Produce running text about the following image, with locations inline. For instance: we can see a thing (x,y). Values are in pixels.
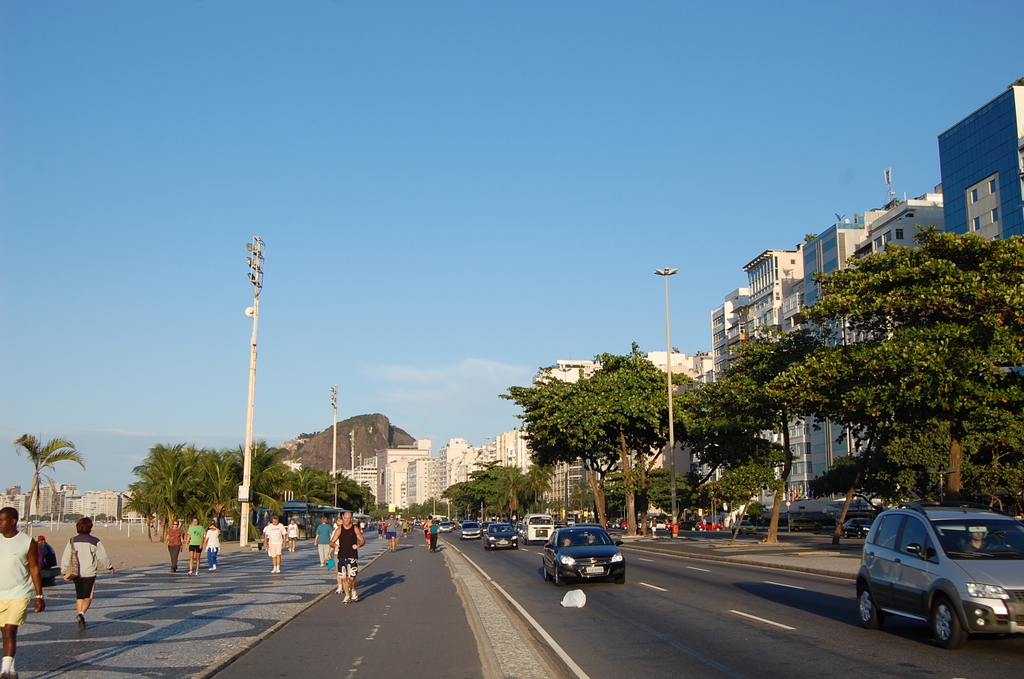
On the left side of the image (103,585) some persons (328,532) are walking on the footpath (225,558). In the center of the image (383,434) we can see a hill (364,445), poles (351,439) are there. On the right side of the image (749,423) we can see some trees (720,390), buildings (685,470), cars (865,548), tower (892,187) are there. At the top of the image (485,149) clouds (483,376) are present in the sky (521,285). At the bottom of the image (618,628) road (639,630) is there.
